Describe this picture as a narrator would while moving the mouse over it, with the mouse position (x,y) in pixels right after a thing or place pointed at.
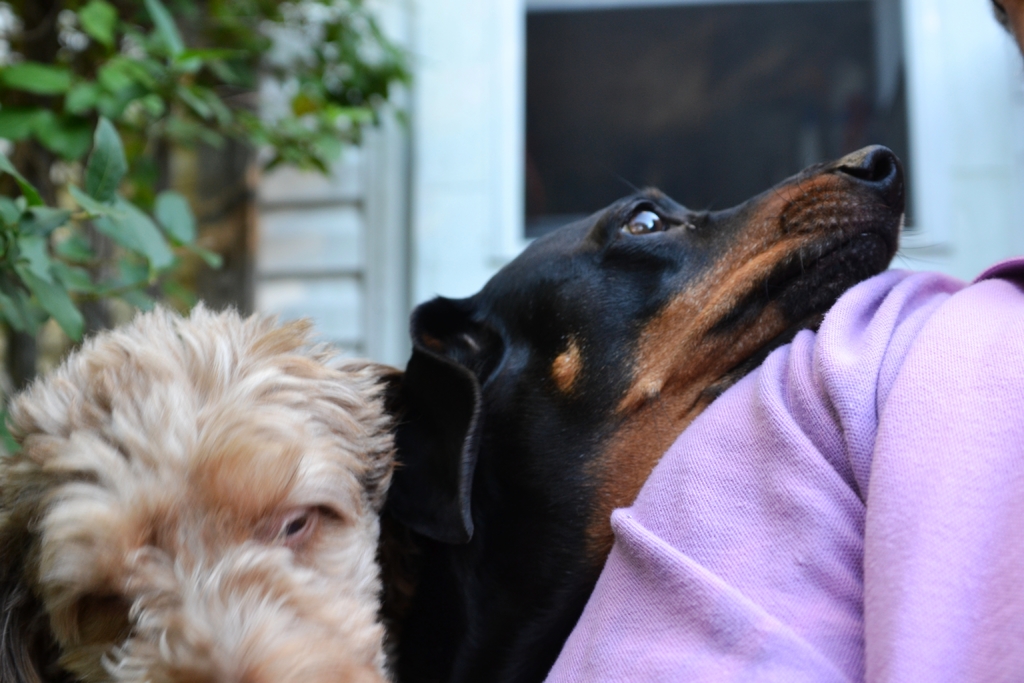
In this image we can see dogs (731,317) a person (784,472) beside the dogs (21,478), there is a tree (123,142) and building (600,105) in the background (492,132).
